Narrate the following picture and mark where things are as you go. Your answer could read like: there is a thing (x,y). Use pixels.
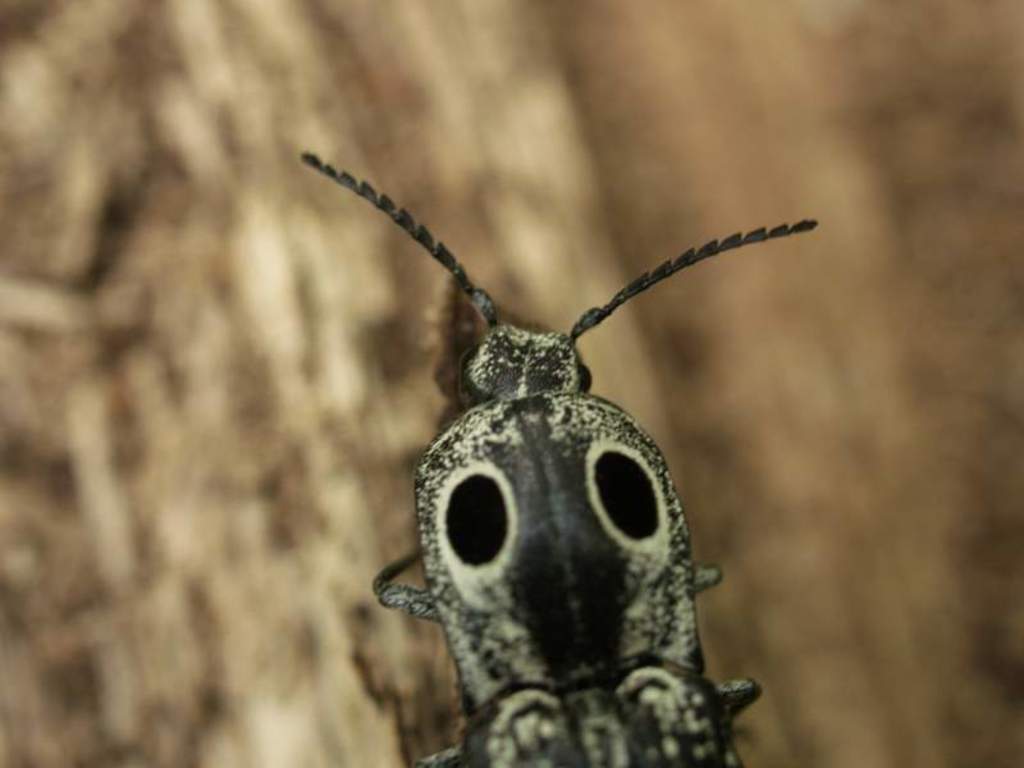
In this picture there is an insect (637,728) in the foreground (474,443) and the insect (584,577) is in black and white color. At the back (77,390) the image is blurry.
